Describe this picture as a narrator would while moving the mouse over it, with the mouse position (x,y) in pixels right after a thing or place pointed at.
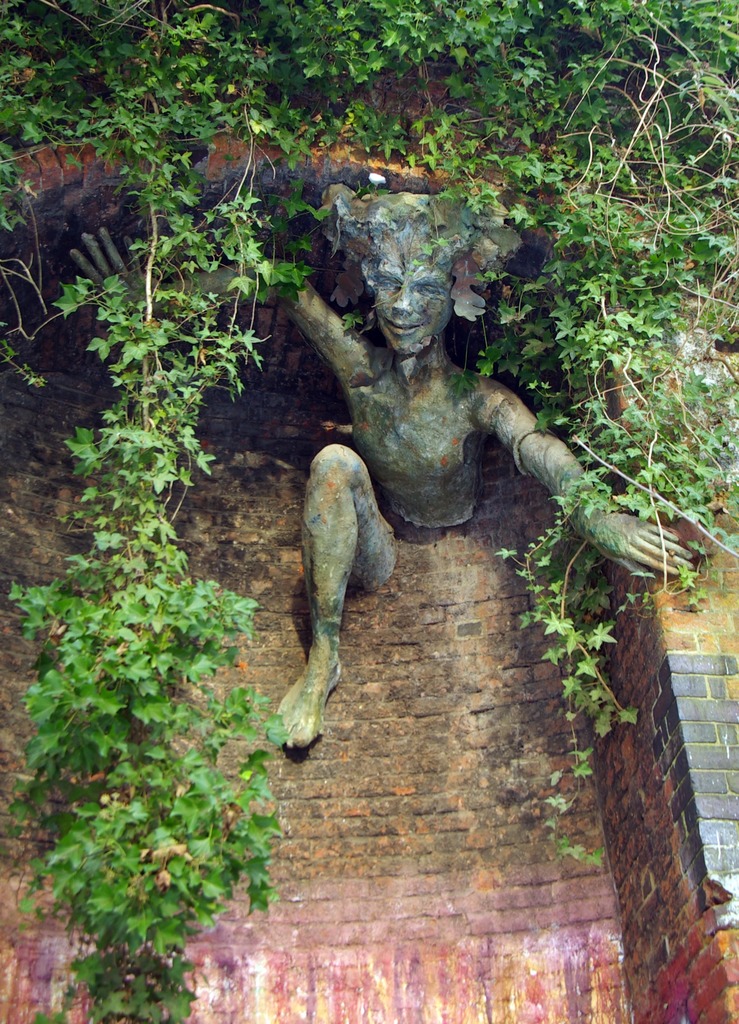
In the image we can see a sculpture of a person (405,395). Here we can see the wall (534,823) and the leaves (354,36).
